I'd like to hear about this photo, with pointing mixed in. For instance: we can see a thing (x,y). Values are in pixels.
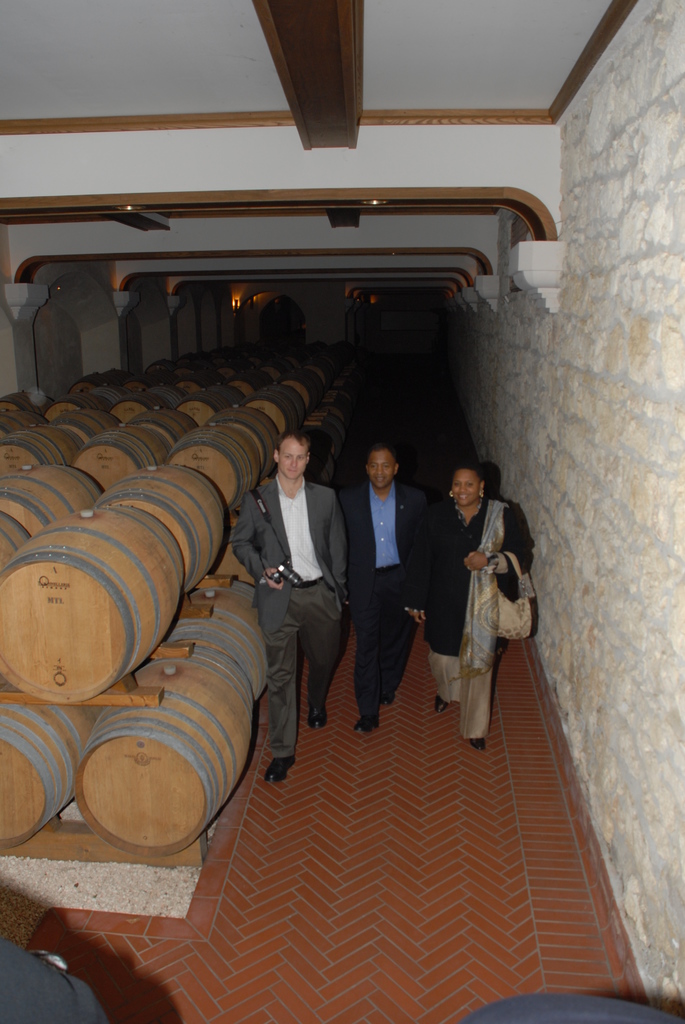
In this picture we can see a group of barrels (188,499), three people (320,569) walking on the ground (276,952) and some objects (472,626) and in the background (397,330) we can see the wall (503,383), ceiling (341,243) and the lights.
